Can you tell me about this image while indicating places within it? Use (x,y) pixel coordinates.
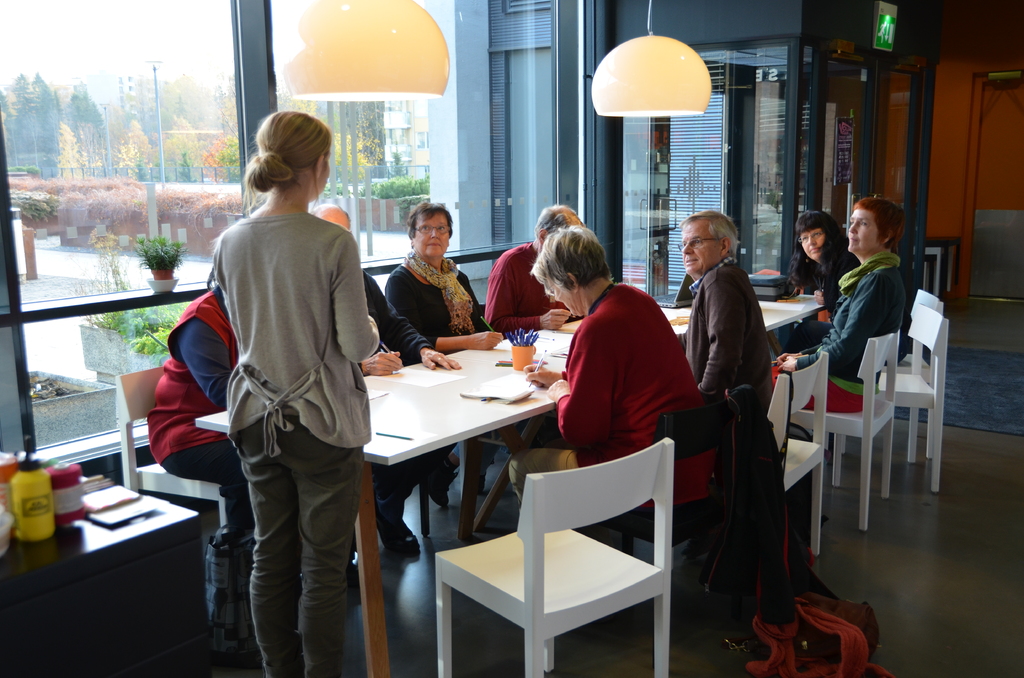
In this Image I see number of people (289,203) in which most of them are sitting on chairs (159,473) and there is a woman (302,203) who is standing over here and I see tables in front of them on which there are papers (545,334) and pens (525,334). I can also see a table (155,572) over here on which there are few things (1,551). In the background (57,14) I see the glass (112,41), door (888,184), plants (417,182) and trees (364,158).
